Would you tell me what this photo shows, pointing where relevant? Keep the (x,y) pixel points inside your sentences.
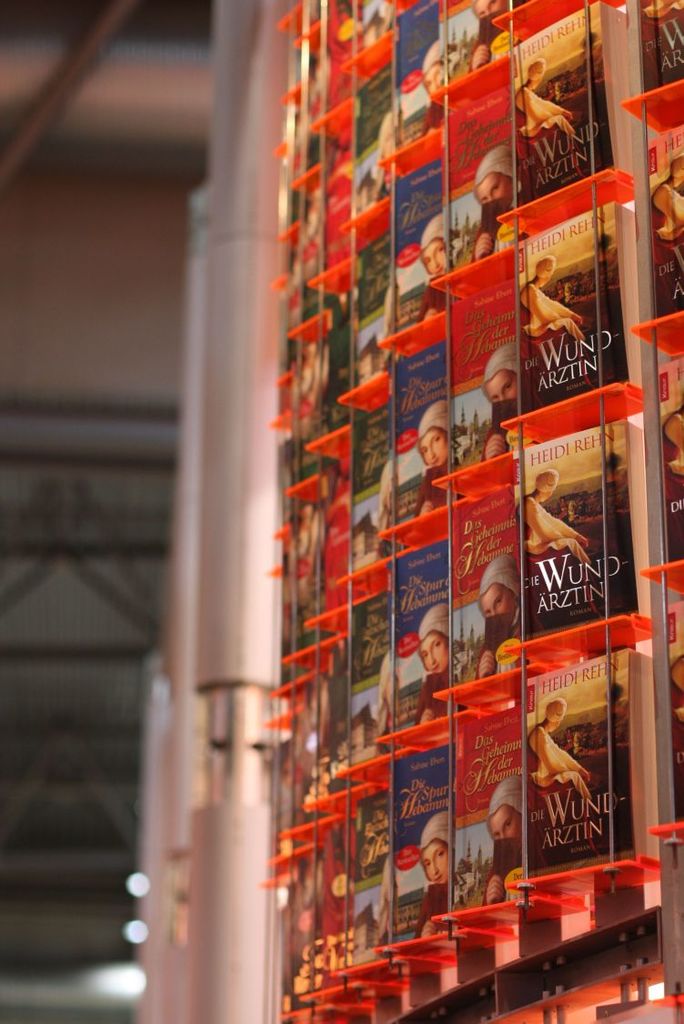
This image consists of many books (608,591), are kept in a rack (470,986). At the top (125,121), there is a roof (96,681). Beside the book (542,101), there are rods (205,598).
